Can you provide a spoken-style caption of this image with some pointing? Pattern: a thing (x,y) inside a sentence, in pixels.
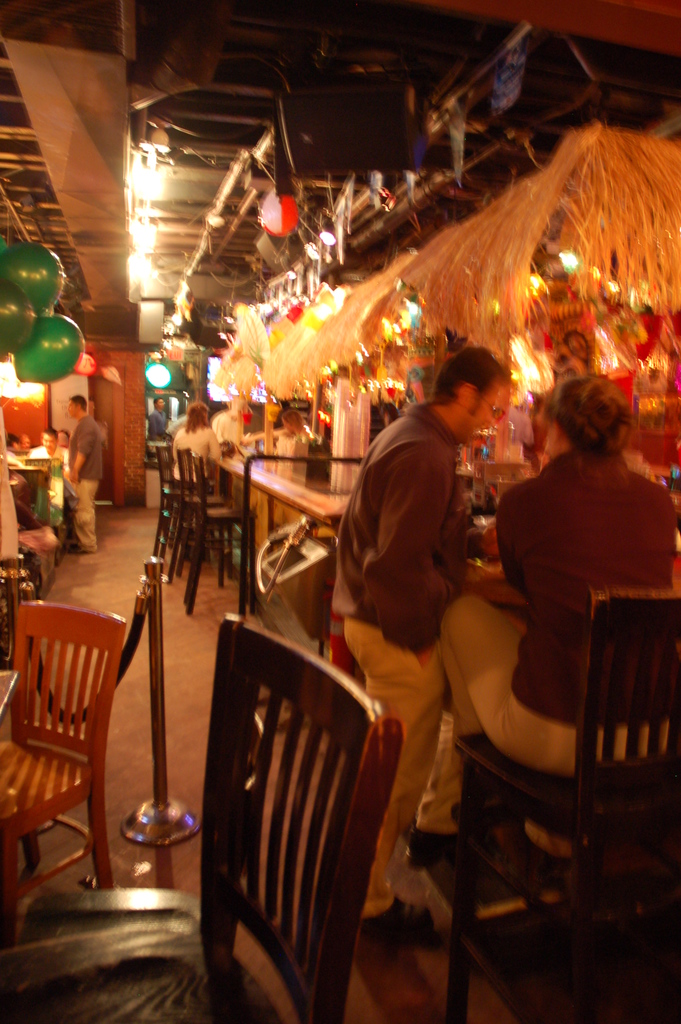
There are two persons (522,538) in the right corner (588,538) and there is a store (580,358) in front of them and there are two chairs (47,761) left empty in the left corner (83,827) and there are few people (198,419) in the background (211,435).
